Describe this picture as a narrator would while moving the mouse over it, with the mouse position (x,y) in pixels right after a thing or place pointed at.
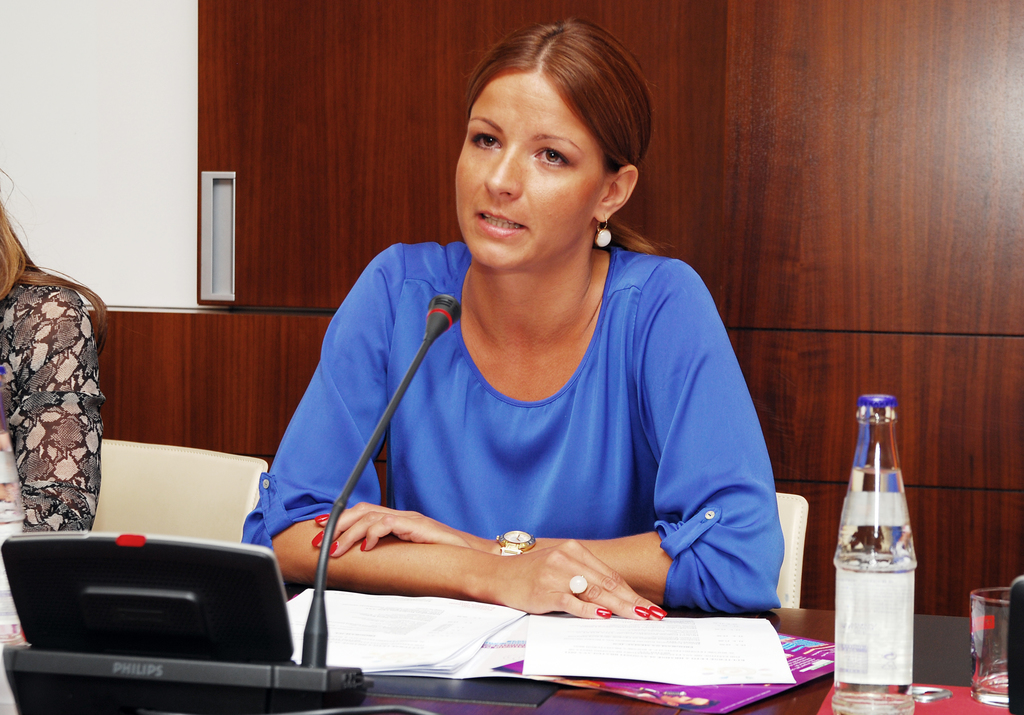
In this image I see a woman (274,529) who is sitting on the chair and there are lot of things (238,680) on the table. I can also see there is another person (61,378) sitting on the chair (158,471) side to her. In the background (249,378) I see the wall (1023,1).
